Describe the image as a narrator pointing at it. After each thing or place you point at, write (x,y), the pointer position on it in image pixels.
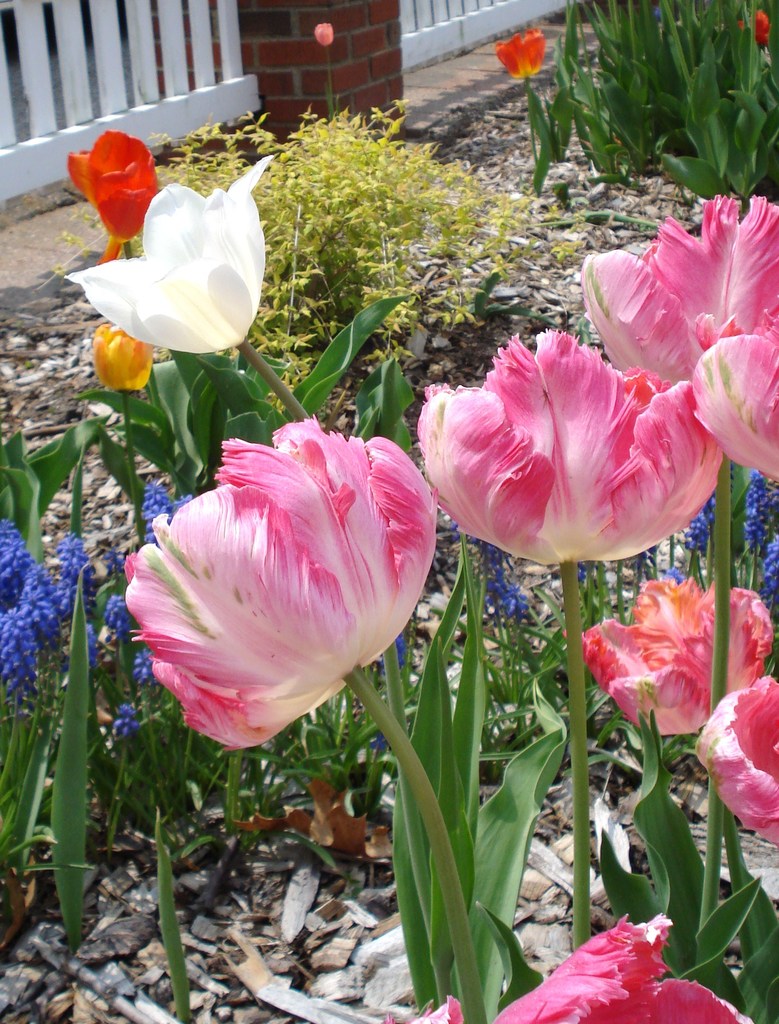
In this image we can see some plants (346,749) and there are some flowers (283,573) grown to it which are of different colors like pink, white, red and yellow and in the background of the image (196,118) there is fencing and brick wall (326,108).
